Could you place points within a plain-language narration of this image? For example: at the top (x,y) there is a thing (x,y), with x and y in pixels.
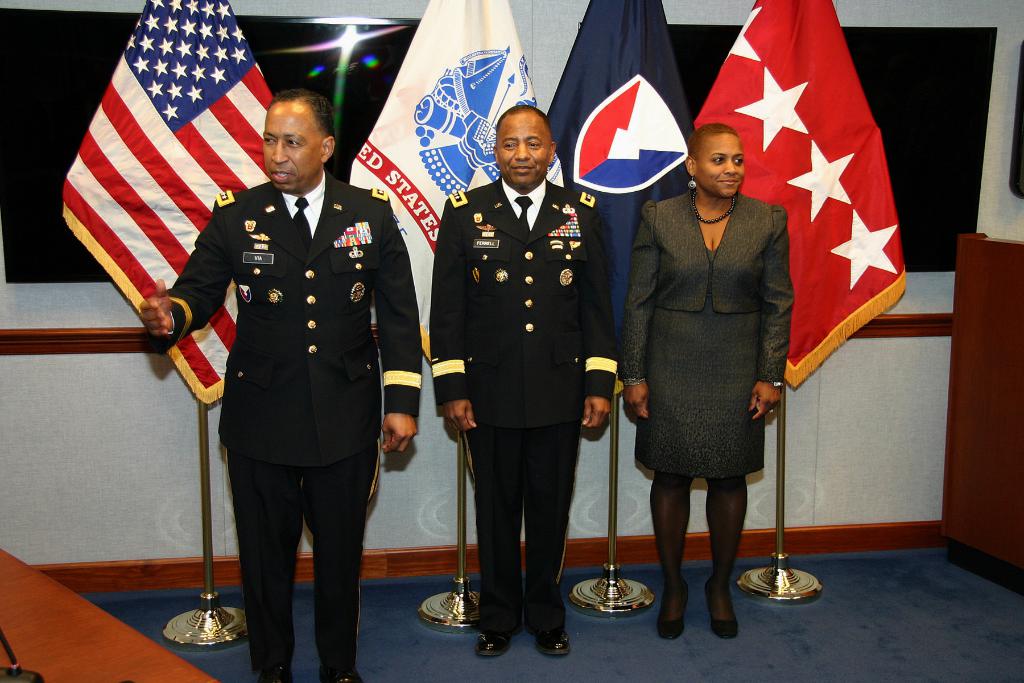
There are two men (478,302) and a woman (709,266) standing and smiling. These are the flags (799,93), which are hanging to the poles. I think these are the two screens (721,44), which are attached to the wall (905,10). This looks like a podium (991,381).
